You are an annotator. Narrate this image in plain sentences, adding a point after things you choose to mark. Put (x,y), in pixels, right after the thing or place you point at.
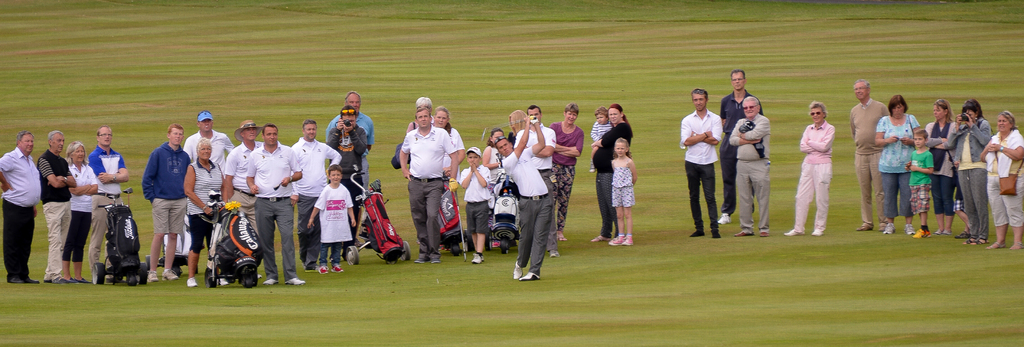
In this picture, we can see a few people (286,183), and among them a few (195,200) are holding some objects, and we can see the ground (693,285) with grass (623,269), we can see trolley (352,248) with bags (178,256) on it.
